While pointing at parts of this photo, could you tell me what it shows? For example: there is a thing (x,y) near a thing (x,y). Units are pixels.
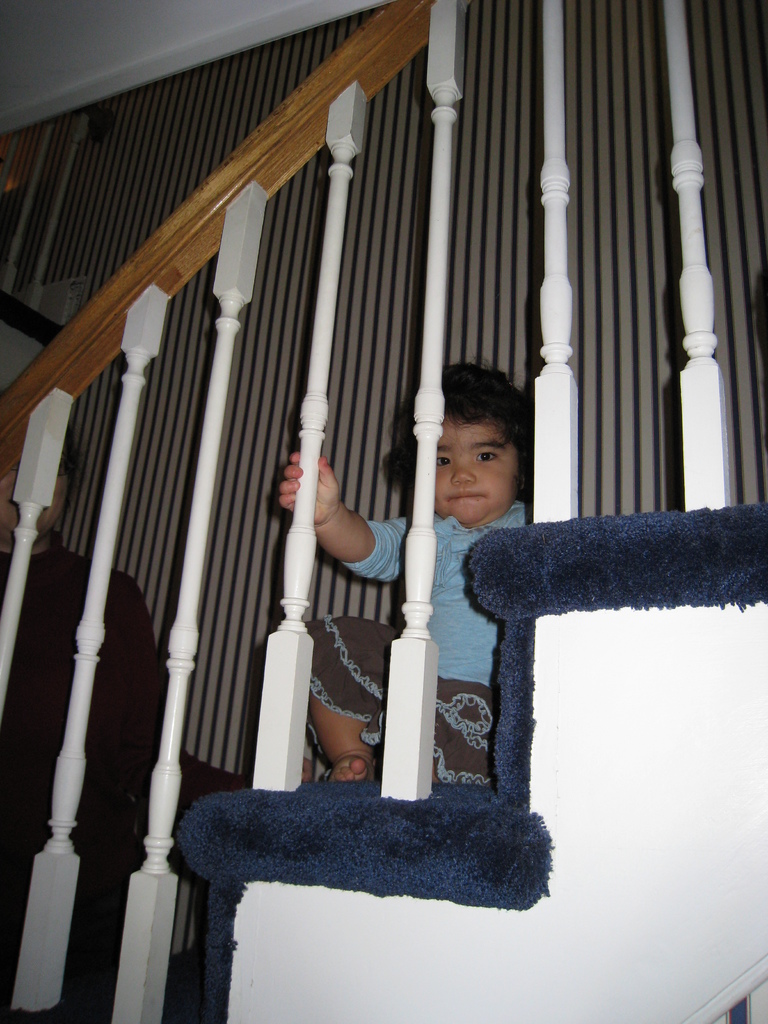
In this picture I can observe a kid (459,648) on the staircase (323,830). There is a railing (241,257) in the top of the picture (265,188). In the background (168,148) I can observe a wall (180,196).
